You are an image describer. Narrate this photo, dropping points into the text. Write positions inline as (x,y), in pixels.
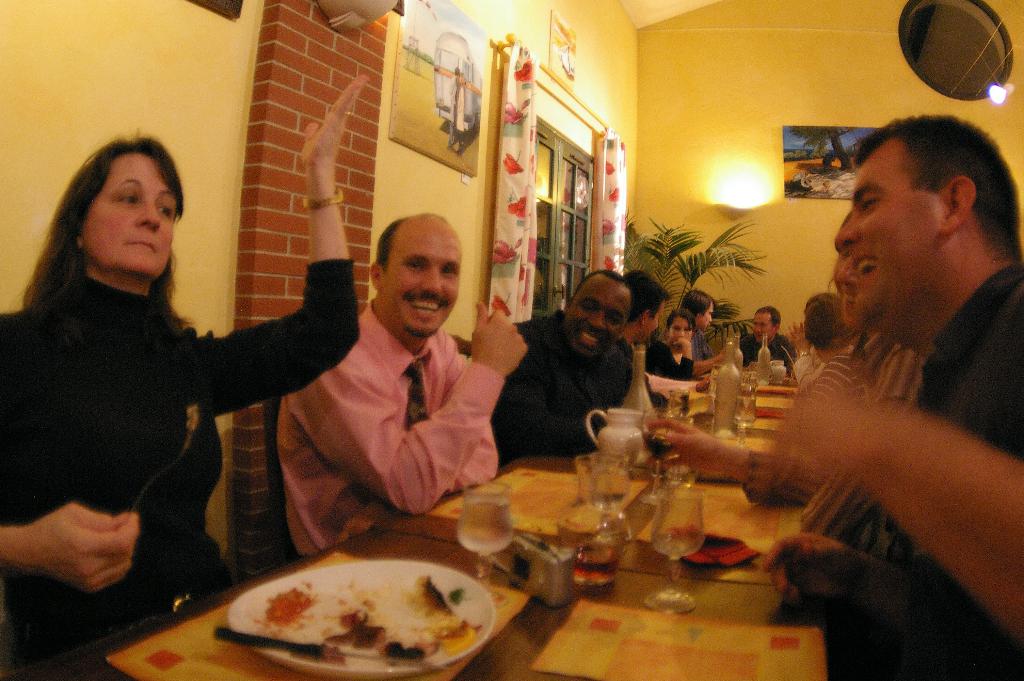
In this image we can see a group of people (511,323) sitting beside a table (485,655) containing some plates (475,617), spoons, glasses (487,575), a camera (531,577), napkins (725,544), a jar (635,456) and some bottles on it. We can also see some photo frames (473,77) and a hole (943,36) on a wall (757,94). We can also see a plant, light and a door (537,225) with the curtains (522,152).
